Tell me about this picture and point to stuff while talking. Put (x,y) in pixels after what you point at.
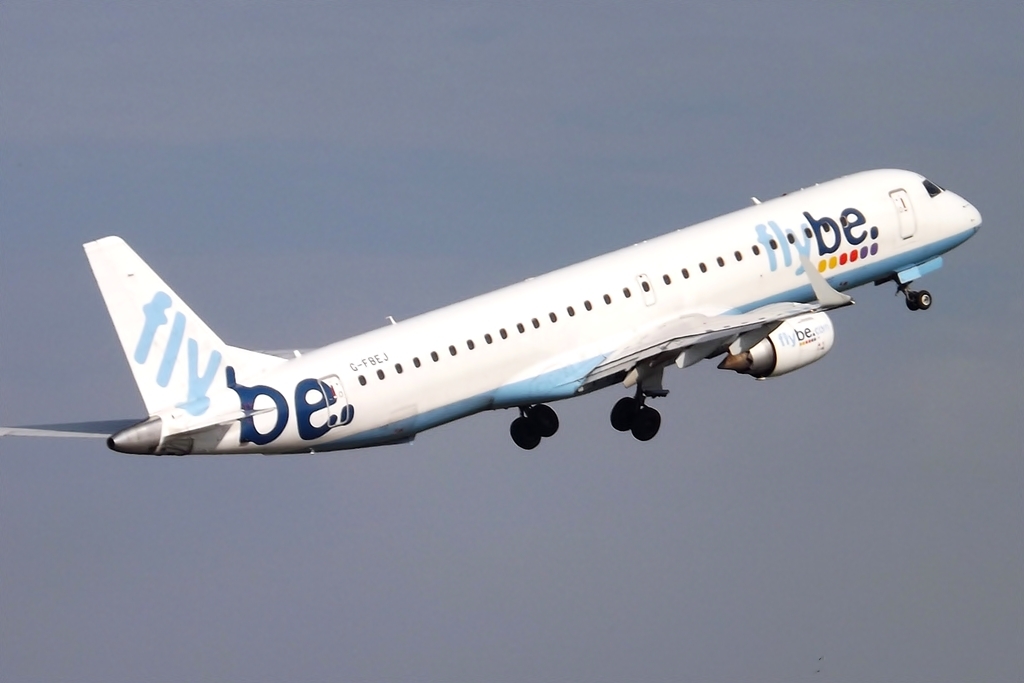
In the center of the image (608,380) we can see an aeroplane (563,362) flying in the sky (524,471).
